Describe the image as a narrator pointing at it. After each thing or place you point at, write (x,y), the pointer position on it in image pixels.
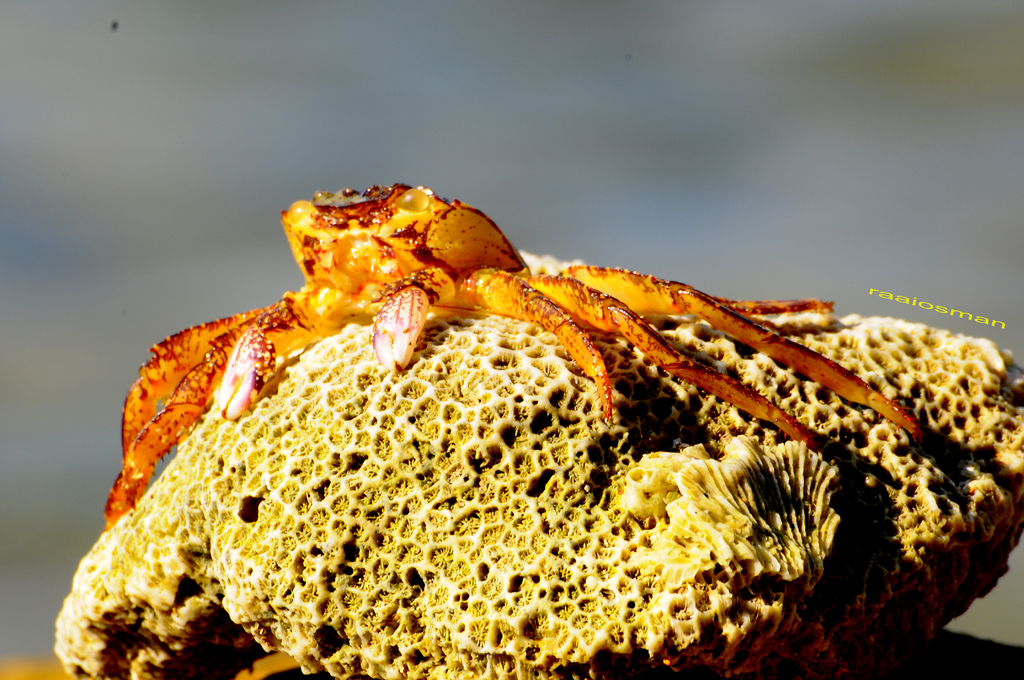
There is a crab (471,240) in orange and brown color combination on the stone (968,340). And the background (135,170) is blurred.
